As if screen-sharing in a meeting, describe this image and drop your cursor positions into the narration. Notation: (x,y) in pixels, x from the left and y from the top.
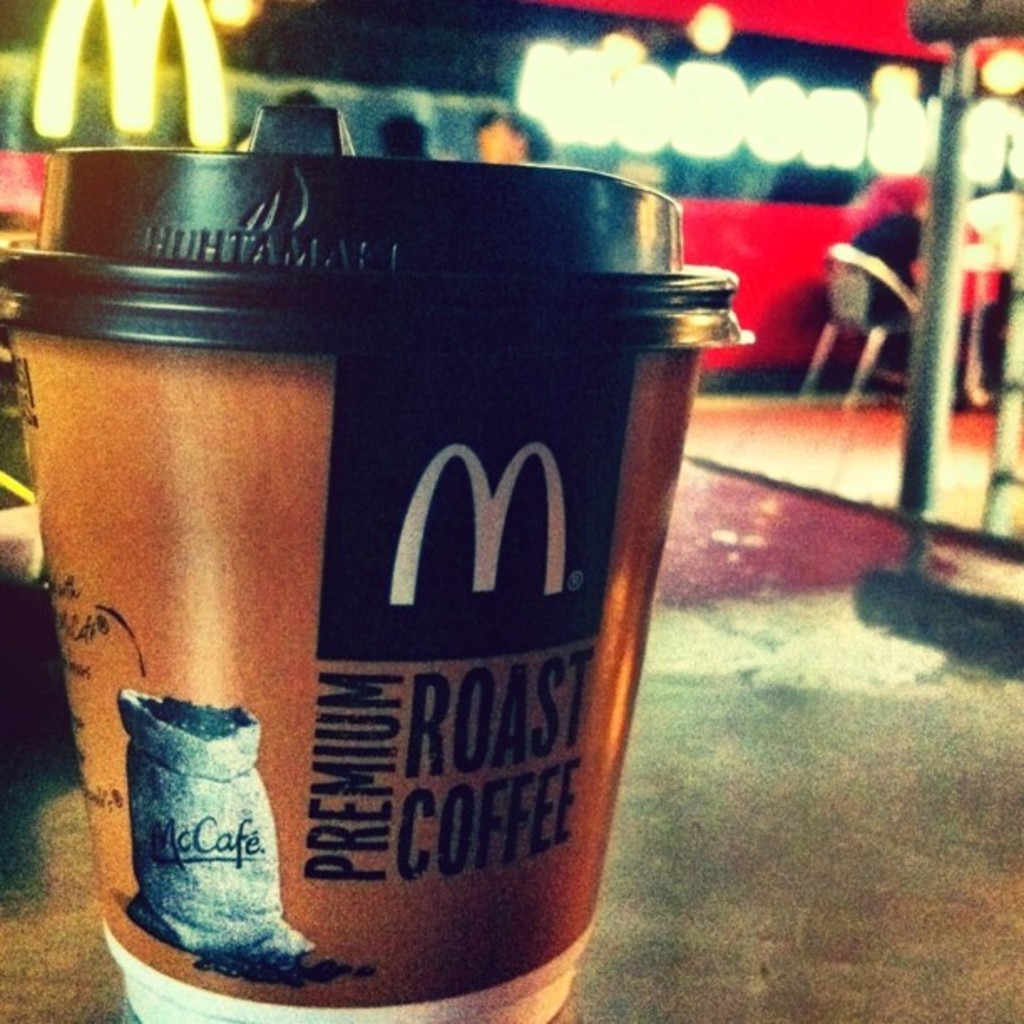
In this image we can see there is a cup (477,695) with text (477,695). At the back (918,183) there is a person (903,187) sitting on the chair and there is a blur background (494,10).
